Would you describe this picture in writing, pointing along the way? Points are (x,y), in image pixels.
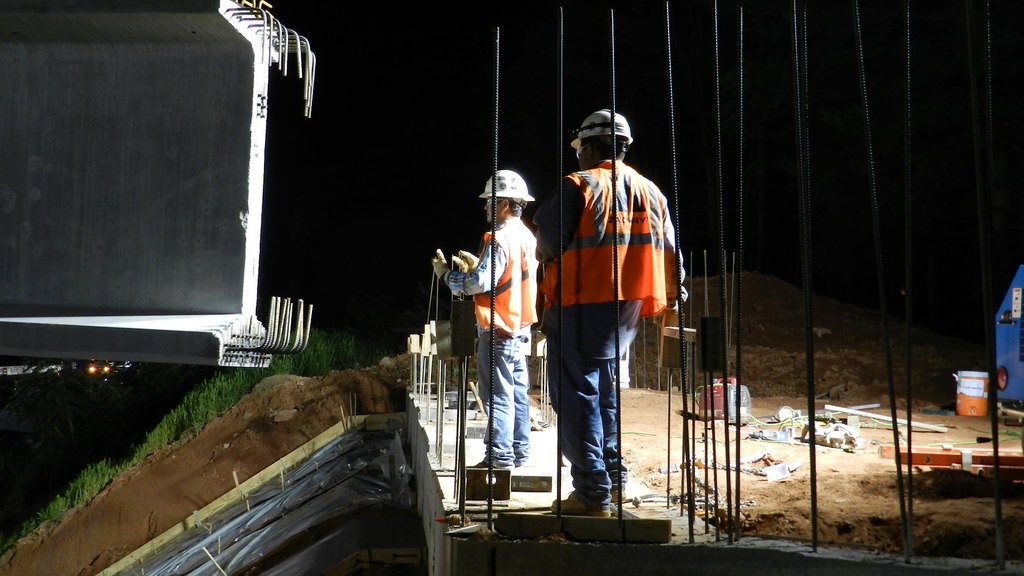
In this image we can see two persons (499,273) wearing helmets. One person (489,234) is wearing gloves (439,263). There are bricks (473,494) and iron rods (618,380). On the right side (975,382) there is a bucket (975,382). On the left side (213,164) there is a wall (246,144) with iron rod (298,40). On the ground (202,408) there is grass (216,393). Also there is soil (244,428). In the background (397,183) it is dark.
